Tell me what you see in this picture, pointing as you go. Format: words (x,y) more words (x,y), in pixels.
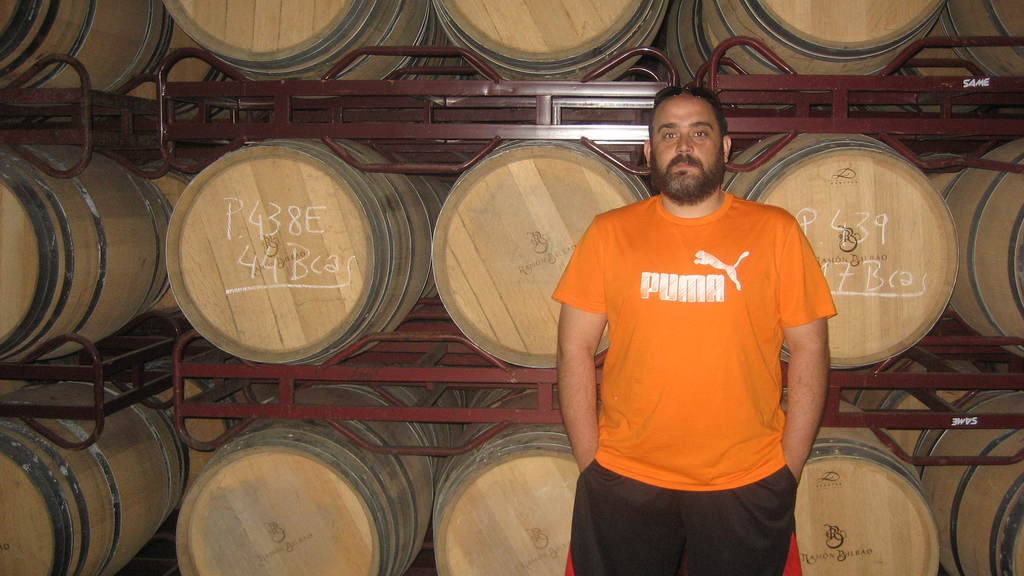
In the center of the image (655,363) we can see a person (676,442) is standing. In the background (879,306), we can see barrels (173,258) on the brown color objects (402,370). And we can see some text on a few barrels (483,501).
